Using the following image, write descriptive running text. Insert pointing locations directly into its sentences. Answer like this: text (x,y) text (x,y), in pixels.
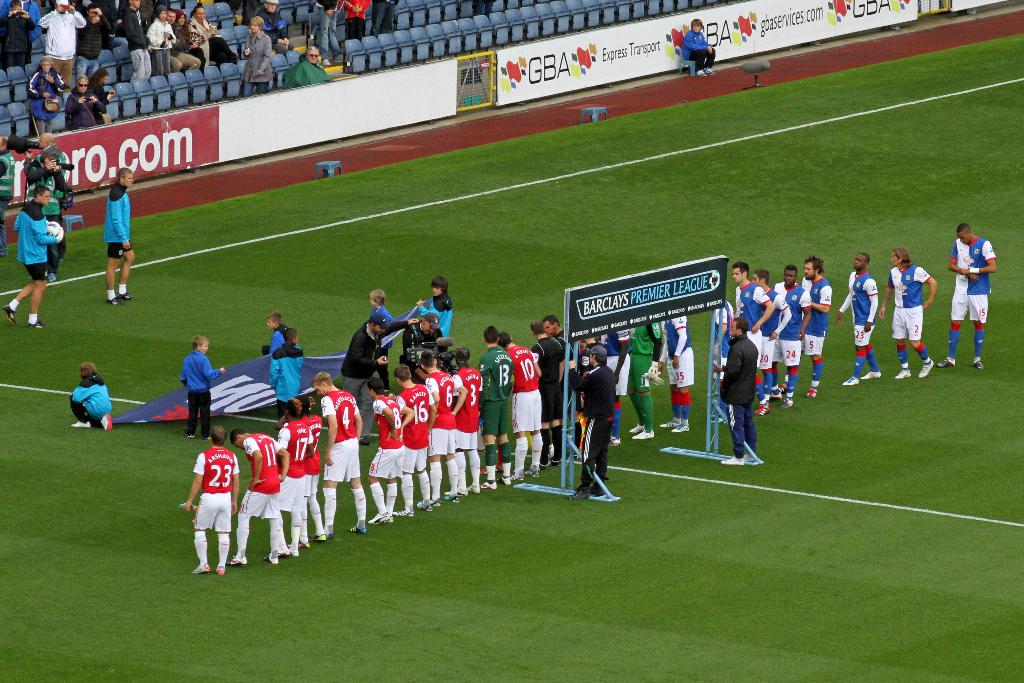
This picture might be taken inside a playground (978,507). In this image, in the middle (477,403), we can see a group of people (301,469) standing on the grass (602,569), hoardings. On the left side (123,228), we can see two men (19,232) are walking on the grass (208,285), a group of people (52,253). In the background (106,155), we can see a hoardings (103,175), a group of people (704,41) sitting on the chairs (455,10) and few people (328,51) are standing, at the bottom (857,600), we can see a grass (605,559).
